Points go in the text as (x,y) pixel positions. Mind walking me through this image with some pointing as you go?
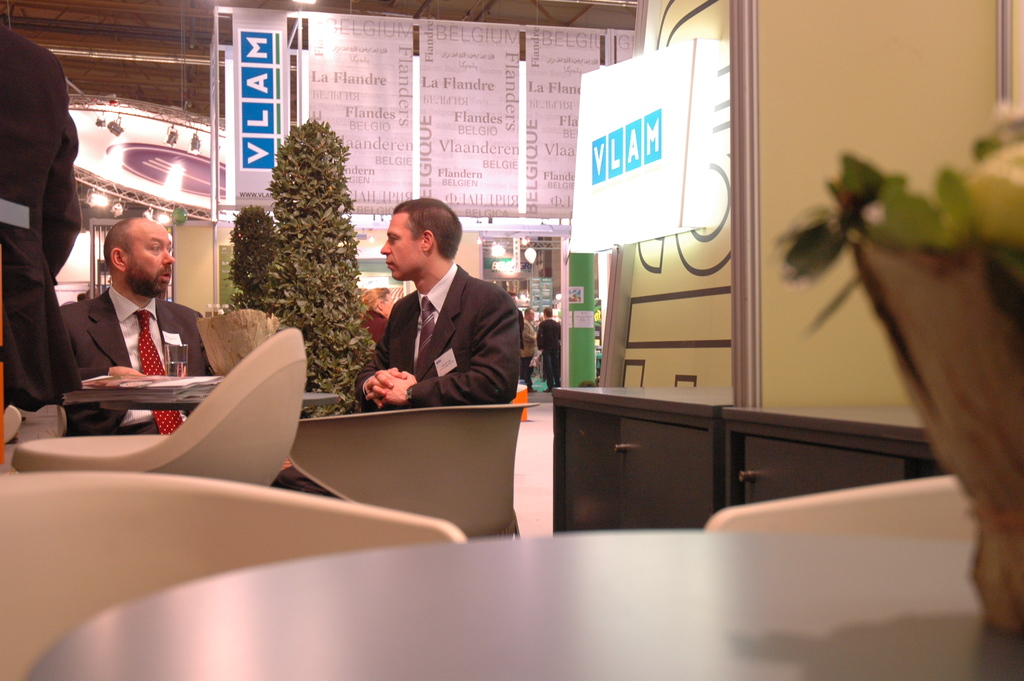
These two persons (430,385) are sitting on the chairs (350,417) and this person (30,398) standing. We can see chairs (264,371) and some objects (1010,432) on tables (337,646). On the background (684,59) we can see persons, lights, plant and boards (349,99).
